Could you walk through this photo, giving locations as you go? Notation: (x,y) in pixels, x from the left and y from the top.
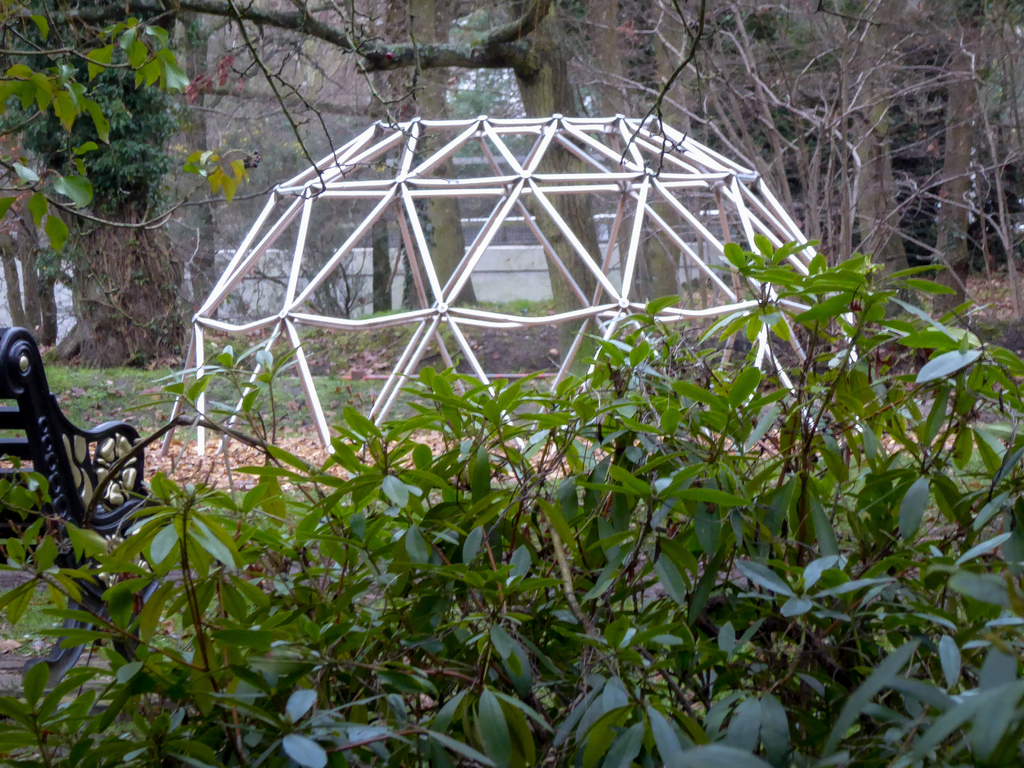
In this image we can see plants (716,539), bench (111,440), architecture (610,305), dried leaves (253,456), grass (107,392), wall (325,296), and trees (808,238).
